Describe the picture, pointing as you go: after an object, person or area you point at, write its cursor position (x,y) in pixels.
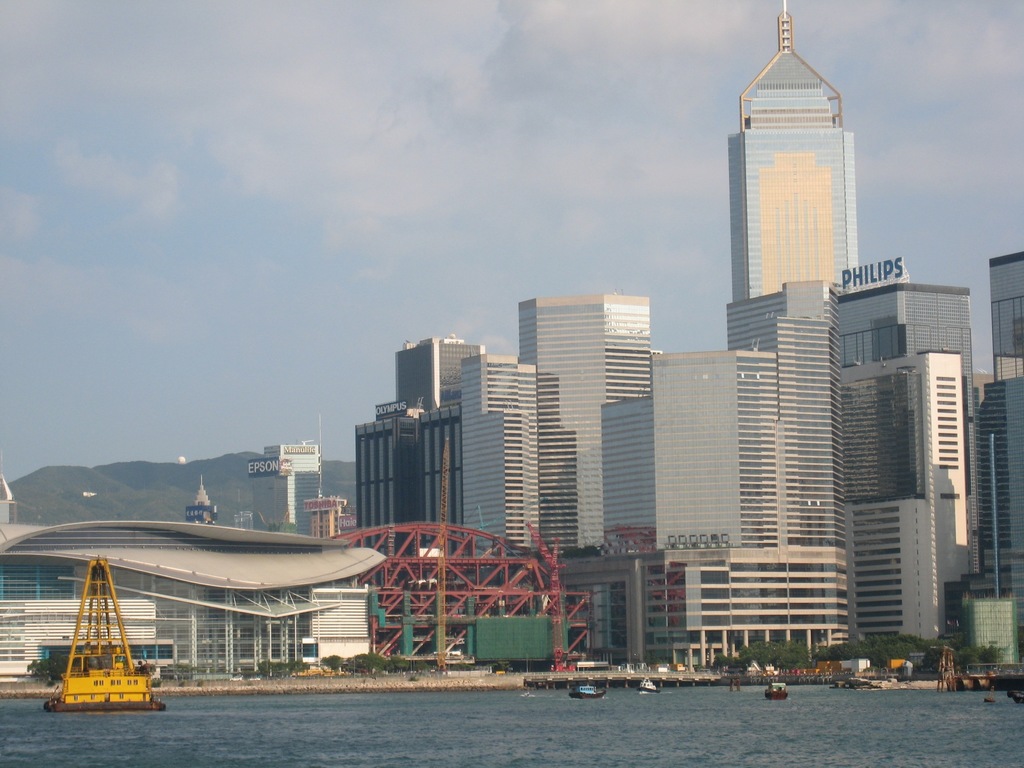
At the bottom of the image (462,754) I can see the water (392,746). It is looking like a sea (562,725). There are some boats (575,693). In the background (341,565), I can see the buildings (369,475) and the trees (377,664). On the top of the image (316,191) I can see the sky (155,206).
